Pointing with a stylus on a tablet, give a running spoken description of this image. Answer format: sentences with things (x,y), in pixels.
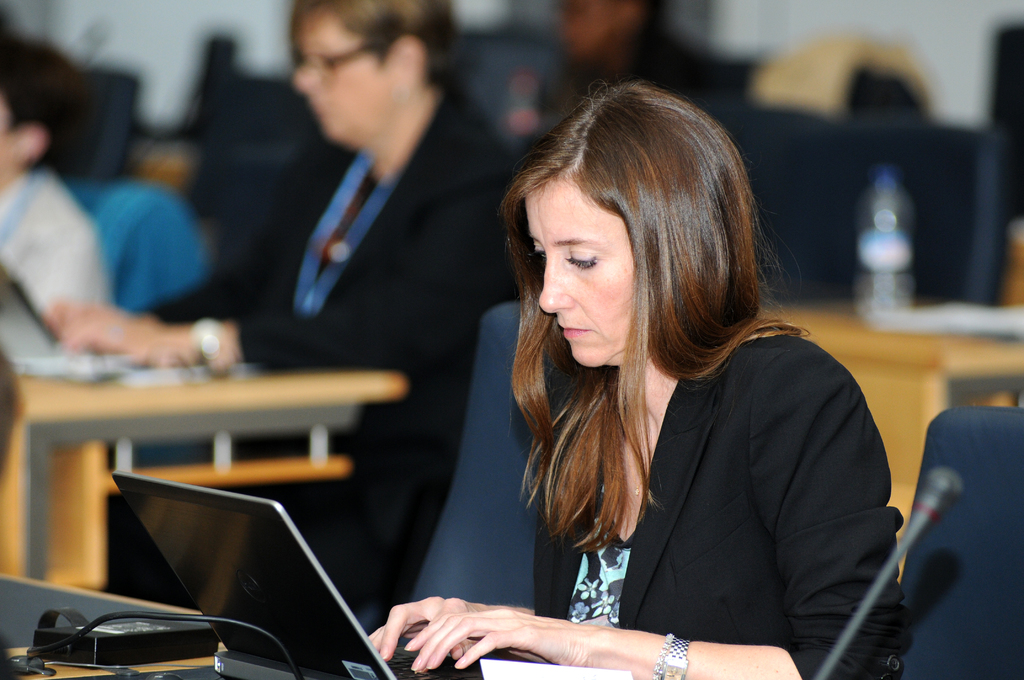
In the image there is a woman (518,291) in black suit (750,356) sitting on chair (476,591) in front of table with laptop (260,591), mic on it and behind there are many people (292,260) sitting in front of table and operating laptops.
